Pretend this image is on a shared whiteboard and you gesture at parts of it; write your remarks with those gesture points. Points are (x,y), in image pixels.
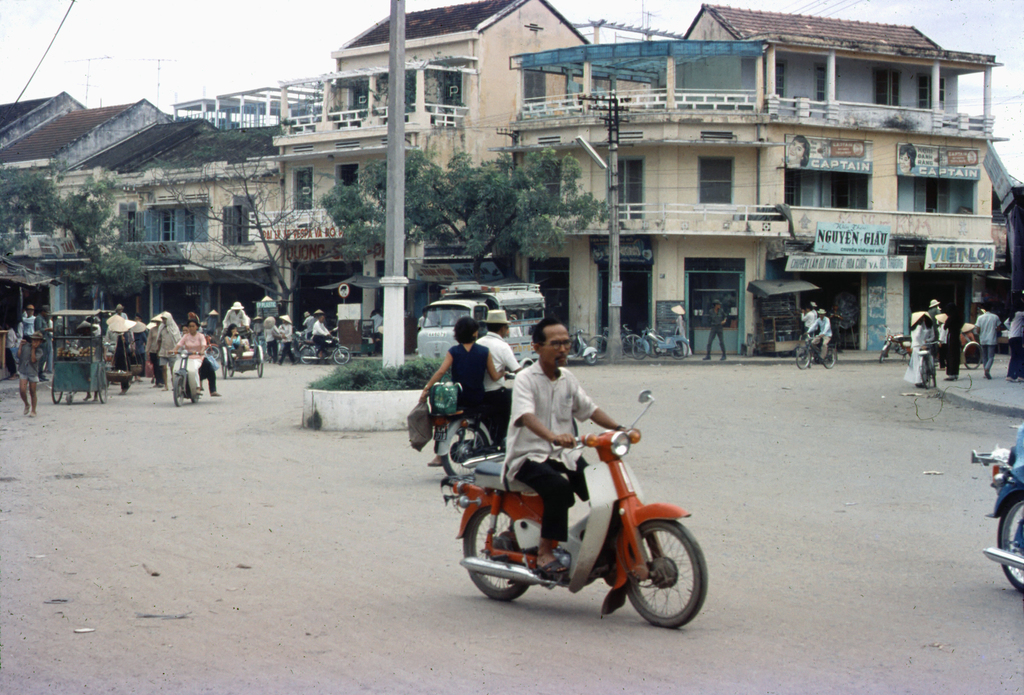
This image is clicked outside. There are buildings (687,261) on the middle (653,245) and there are so many people (577,415) who are on vehicles (596,558). There are trees (339,196) in the middle (551,234). There is sky (156,33) in the top (238,37). There is a pillar (396,35) in the middle (390,357).
